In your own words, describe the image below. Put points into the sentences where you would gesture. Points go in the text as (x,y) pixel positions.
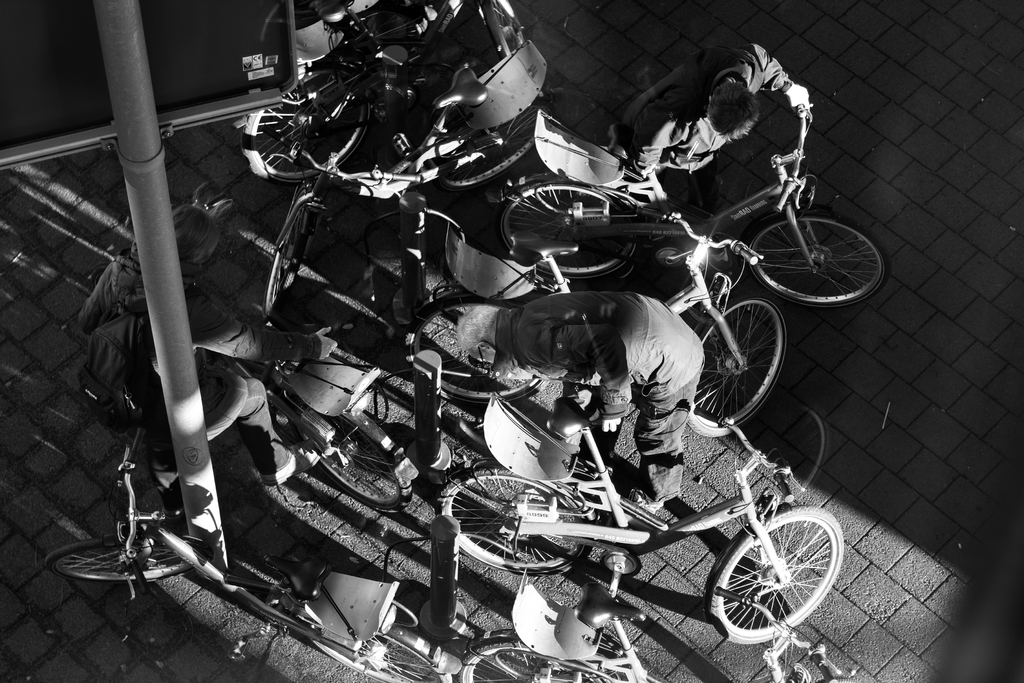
Black and white picture. In this picture we can see bicycles (323,91), people (683,395), pole (202,534) and board (151,77).
